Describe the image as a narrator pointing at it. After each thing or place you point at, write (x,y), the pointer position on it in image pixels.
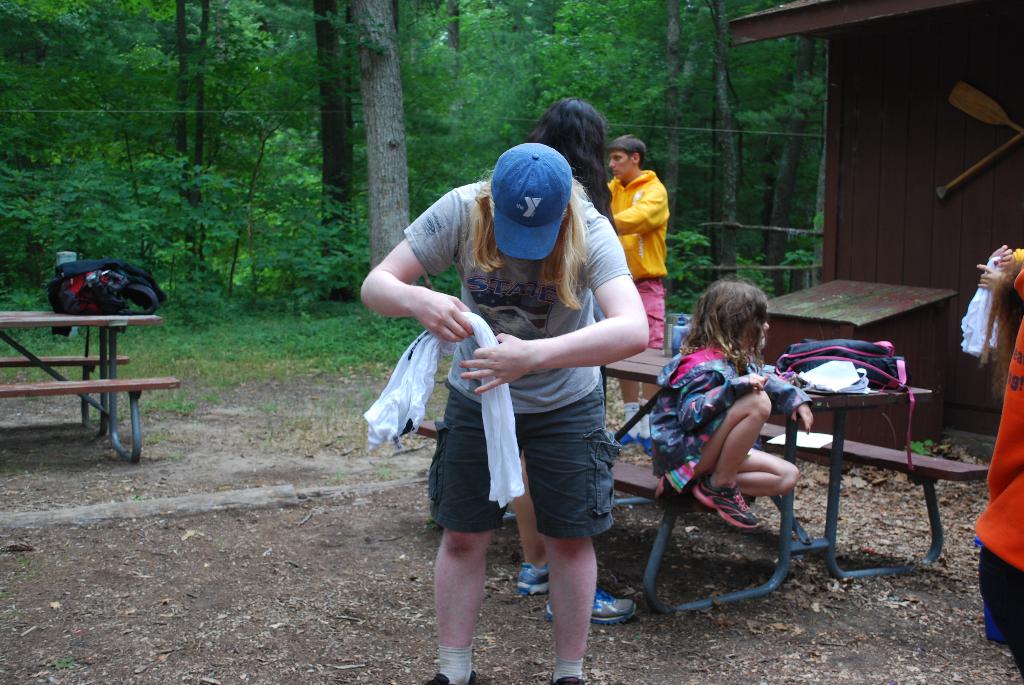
In the middle (510,379) a woman (537,436) is holding clothes (487,399) in her hand (495,385) behind her there are trees (646,107), few people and a kid (770,463) sitting on the chair (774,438) and bags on the table (860,446).
